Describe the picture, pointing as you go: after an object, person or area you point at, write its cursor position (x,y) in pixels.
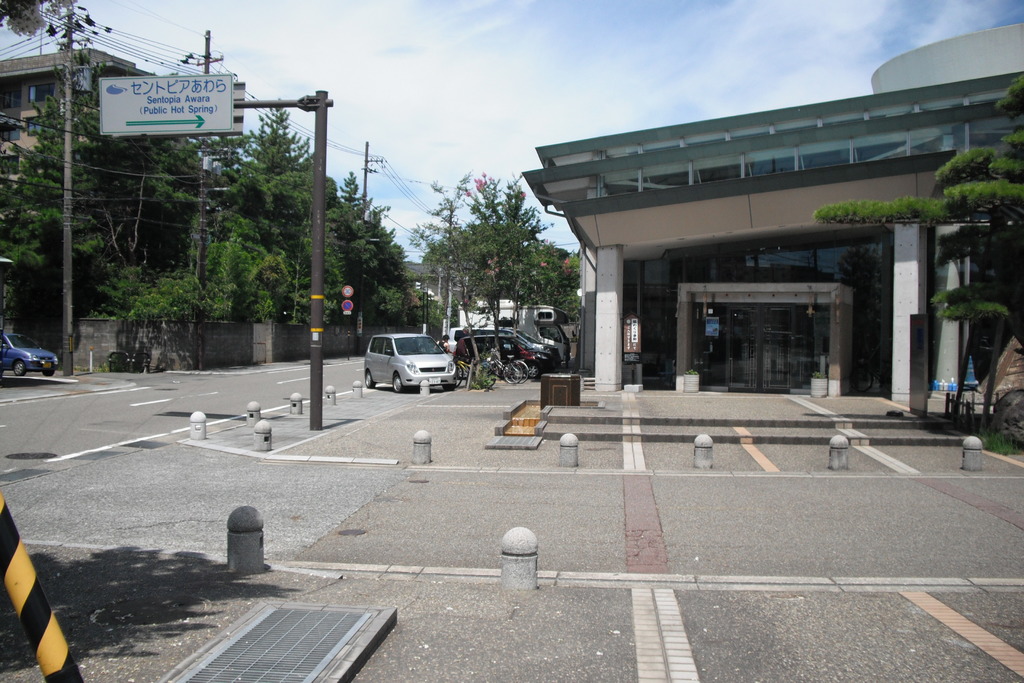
This picture shows trees (346,242) and buildings (555,213) and we see few cars (421,370) and bicycles (491,373) parked and sign boards (216,129) to the pole (320,193) and electrical poles (367,151) and we see a blue cloudy sky (461,124).
